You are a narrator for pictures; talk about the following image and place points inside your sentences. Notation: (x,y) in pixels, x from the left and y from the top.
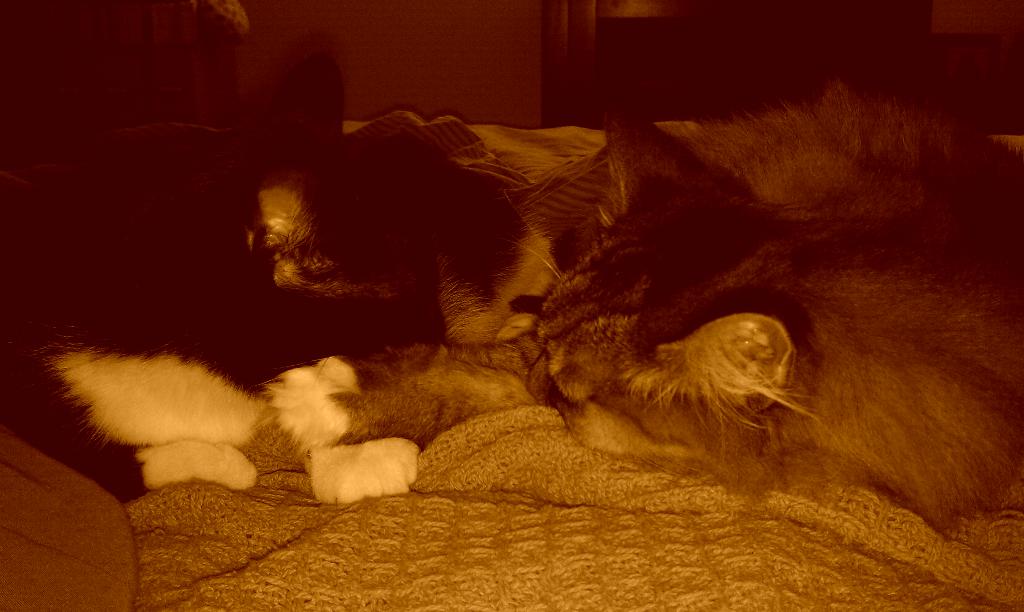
In this image we can see an animal (351,321).
